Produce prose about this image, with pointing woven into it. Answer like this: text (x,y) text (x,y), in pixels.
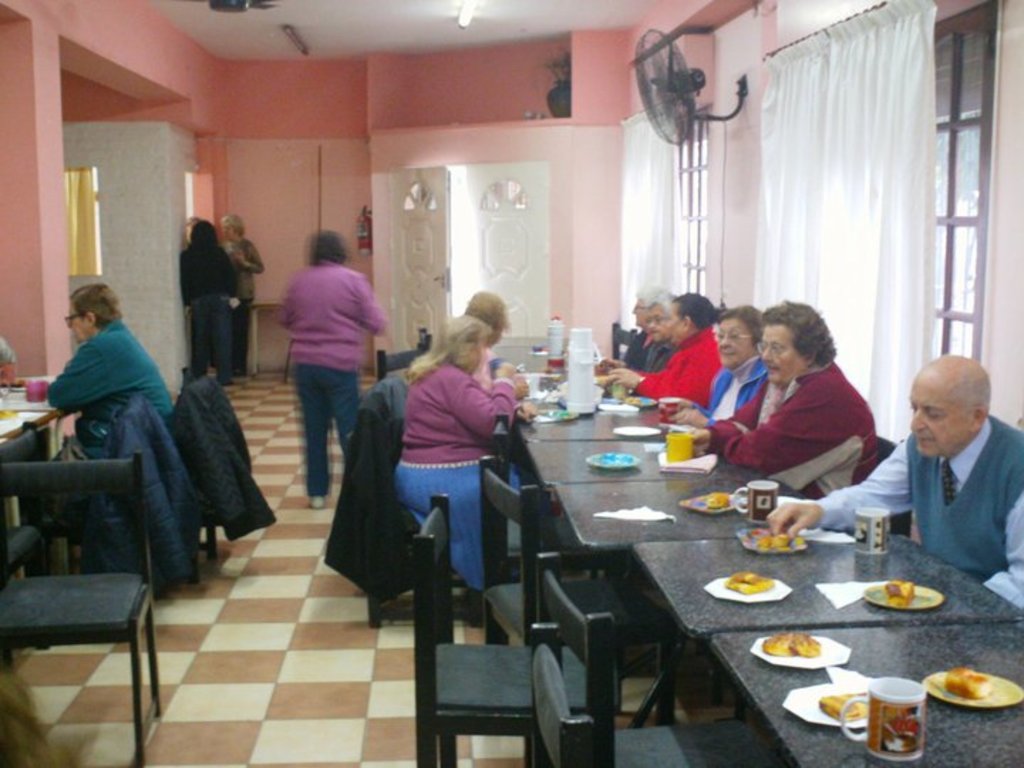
In this image, we can see a dining room (408,479). There are so many tables (797,599) and chairs (427,609). Few peoples (438,479) are sat on the chair (398,465). Few are standing in the middle of the image (343,301) we can see. At the top of the image (664,91), we can see fan (651,89), pot (556,88). At the center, there is a white color door (423,246). On the right side of the image (941,231), we can see glass windows (955,230) and white curtain (842,238). On the top of the table (907,640). there is a food (799,649) on the plates (961,699), cup (920,730). Here we can see floor (309,696).
